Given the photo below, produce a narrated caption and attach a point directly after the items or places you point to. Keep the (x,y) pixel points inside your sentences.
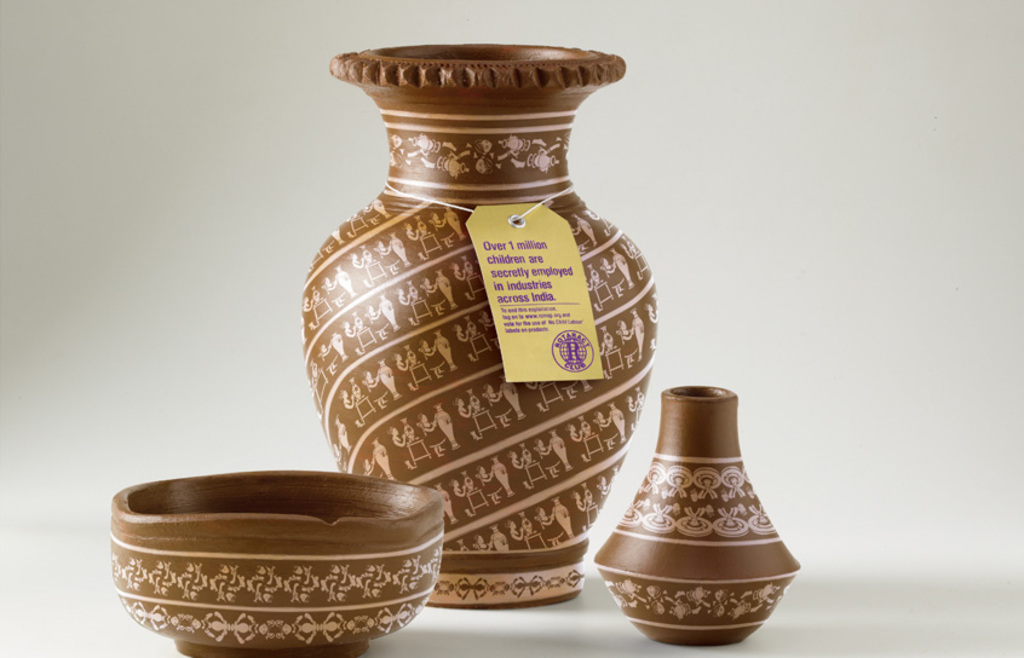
In this image there are ceramic objects (605,448) for one object (528,281) there is a tag (527,286), on that tag (535,288) there is some text (531,309).
